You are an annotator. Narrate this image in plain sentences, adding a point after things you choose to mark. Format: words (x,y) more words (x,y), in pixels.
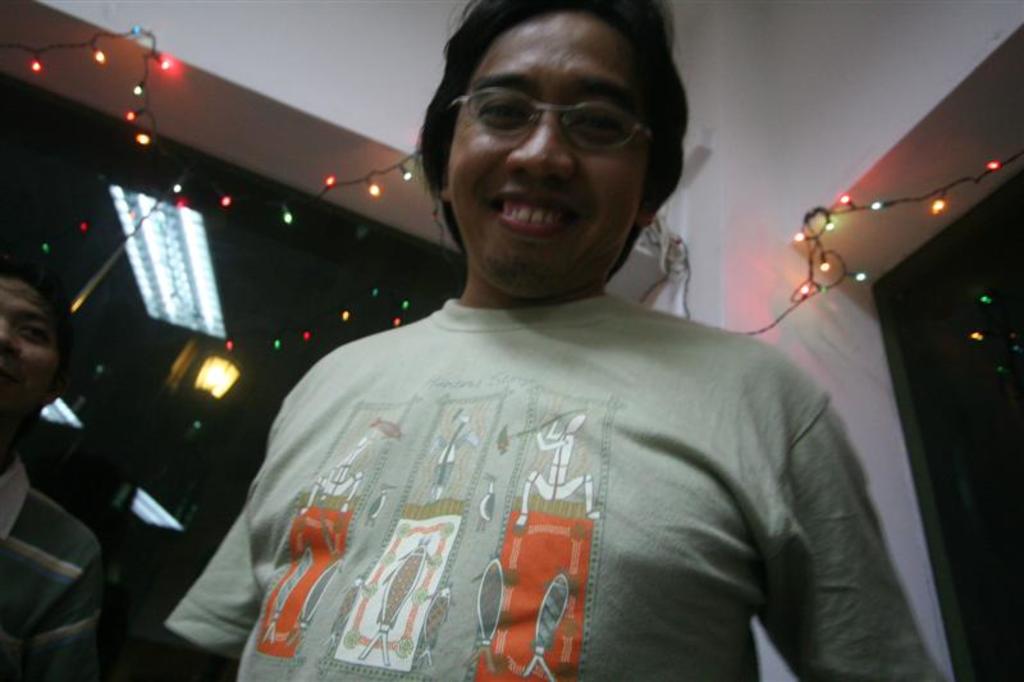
In this picture we can observe a person (518,413) wearing a T shirt (526,488) and spectacles (511,110). He is smiling. On the left side (10,622) there is another person (17,576). In the background (126,84) we can observe some lights (873,207) and a wall (786,106). There is a glass (136,365).
